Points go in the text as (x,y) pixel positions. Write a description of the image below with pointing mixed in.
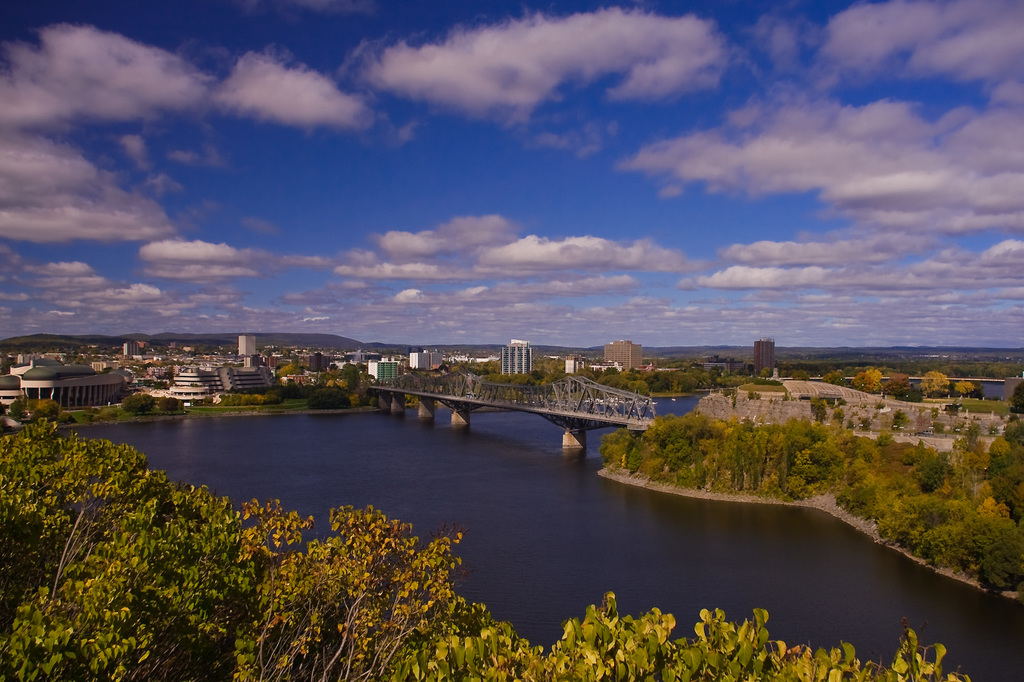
In this image we can see bridge (504,400), water (395,489), trees (359,616), buildings (179,386), hills (288,340), sky (307,214) and clouds (347,125).
